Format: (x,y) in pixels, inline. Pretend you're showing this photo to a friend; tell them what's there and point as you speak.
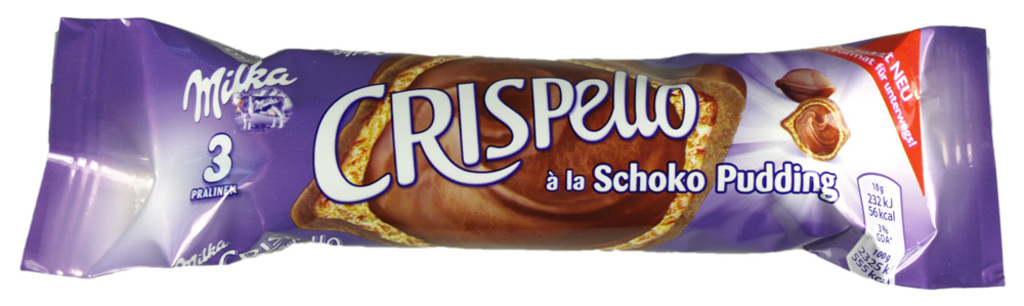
In this image we can see a chocolate wrapper (559,186) and there is some text (542,137) on it.
